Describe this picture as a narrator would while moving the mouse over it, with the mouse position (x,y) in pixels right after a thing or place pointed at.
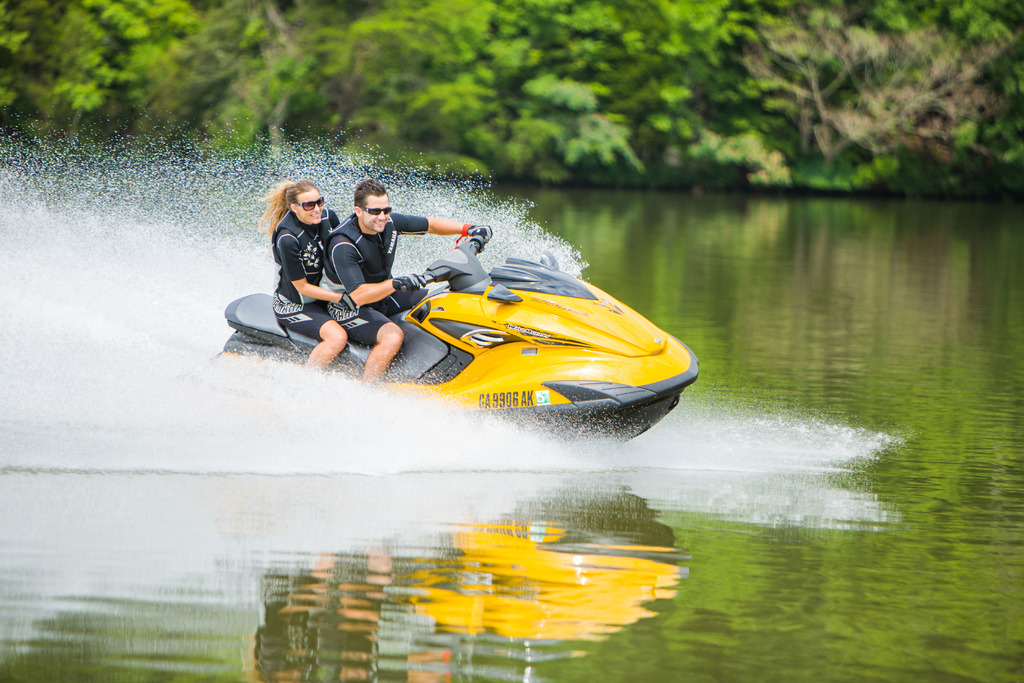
In the picture I can see two persons (351,294) wearing life jackets (324,273) and glasses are sitting on the water bike (511,354) which is floating on the water (655,576). The background of the image (9,54) is blurred, where we can see the trees (570,156).
